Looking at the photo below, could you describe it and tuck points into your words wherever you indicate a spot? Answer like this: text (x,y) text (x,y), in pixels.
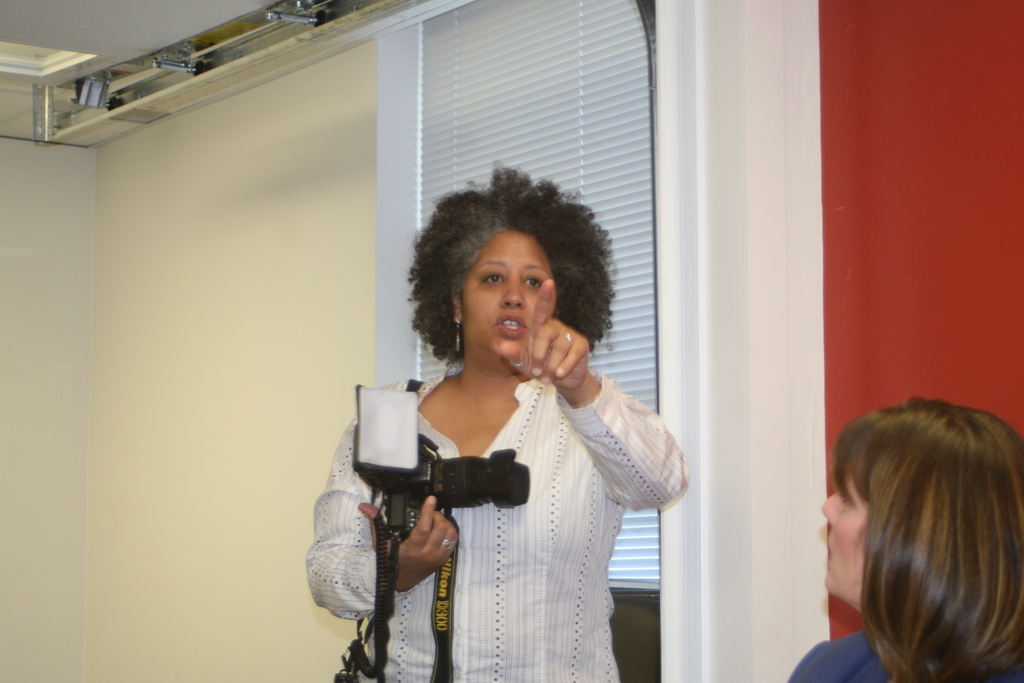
There is a woman (580,481) standing in the middle (420,398) and she is holding a camera (456,478) and she is pointing a finger (540,371), In the right side (911,530) there is a woman (896,507) sitting, In the background (850,220) there is a multi color wall (254,208).
